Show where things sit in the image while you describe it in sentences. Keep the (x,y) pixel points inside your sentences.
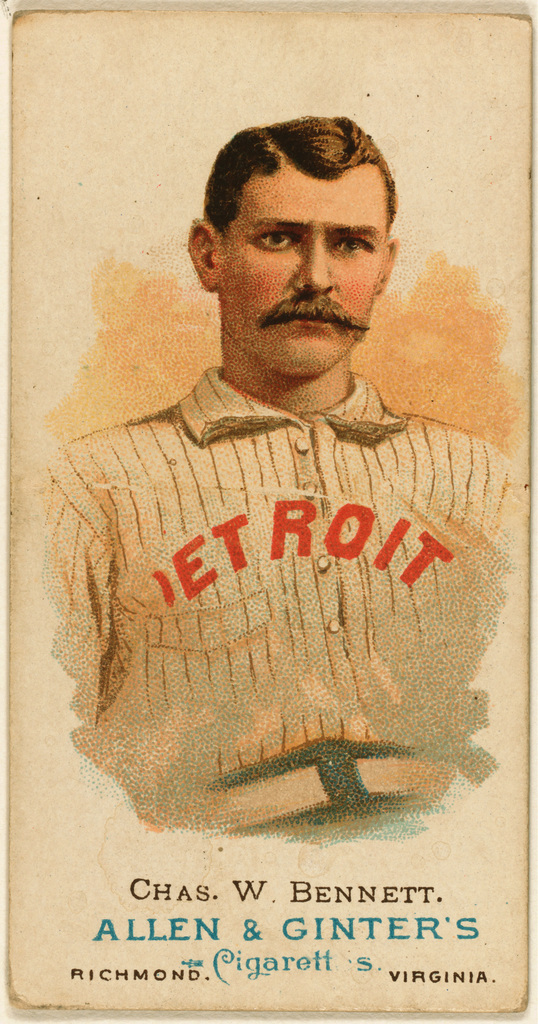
This might be a book (72,547), in this image in the center (264,441) there is one person (271,590), and at the bottom of the image (163,978) there is text (374,930).
